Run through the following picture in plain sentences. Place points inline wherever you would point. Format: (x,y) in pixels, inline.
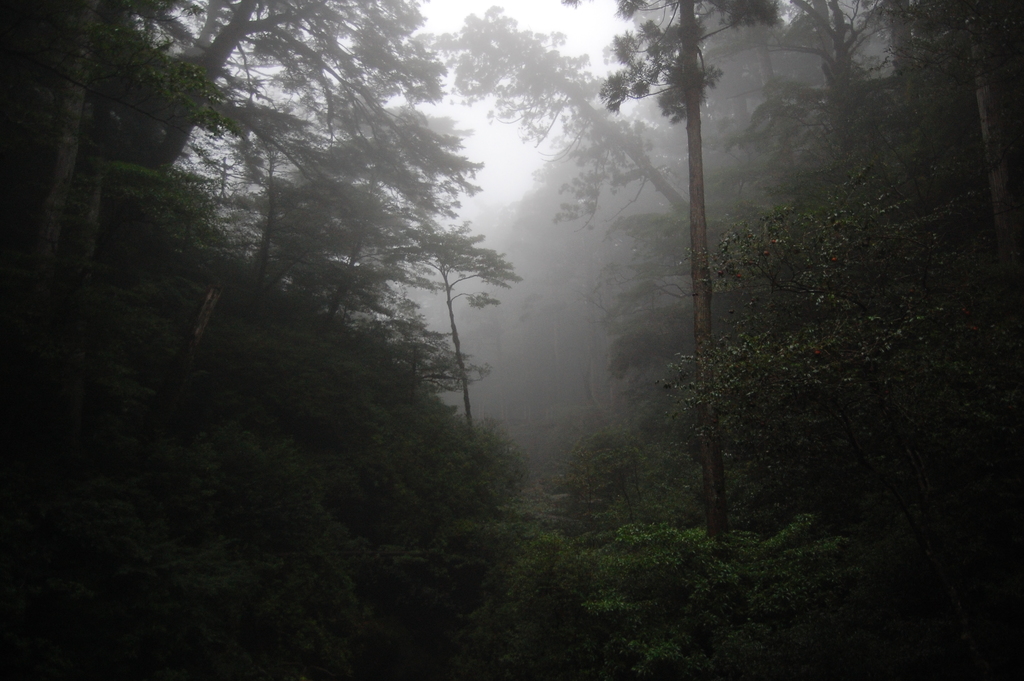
In this image I can see trees (404,442), smoke (508,344) and the sky (469,210). This image is taken may be in the forest (420,513).
